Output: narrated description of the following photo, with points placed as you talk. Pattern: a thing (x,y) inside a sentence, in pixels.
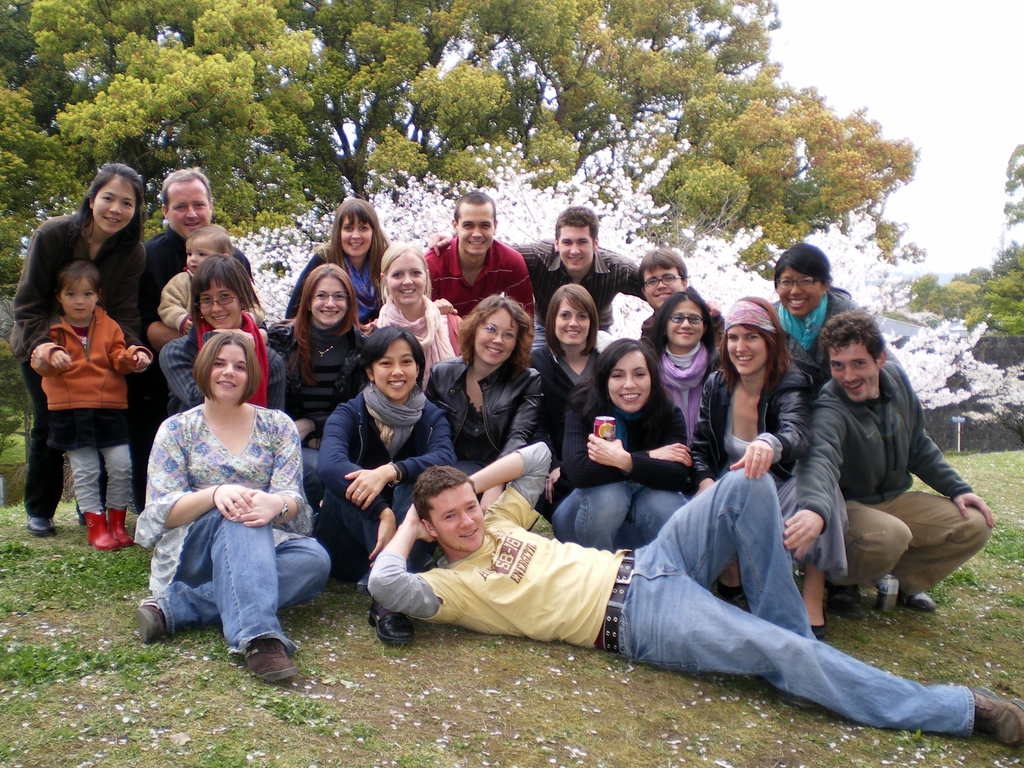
In this image we can see few persons (380,529) are sitting, a girl (49,375) is standing, man (508,576) is lying and few persons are in squat position on the ground (1004,649). In the background (215,66) we can see trees (207,84) and sky (807,58).
